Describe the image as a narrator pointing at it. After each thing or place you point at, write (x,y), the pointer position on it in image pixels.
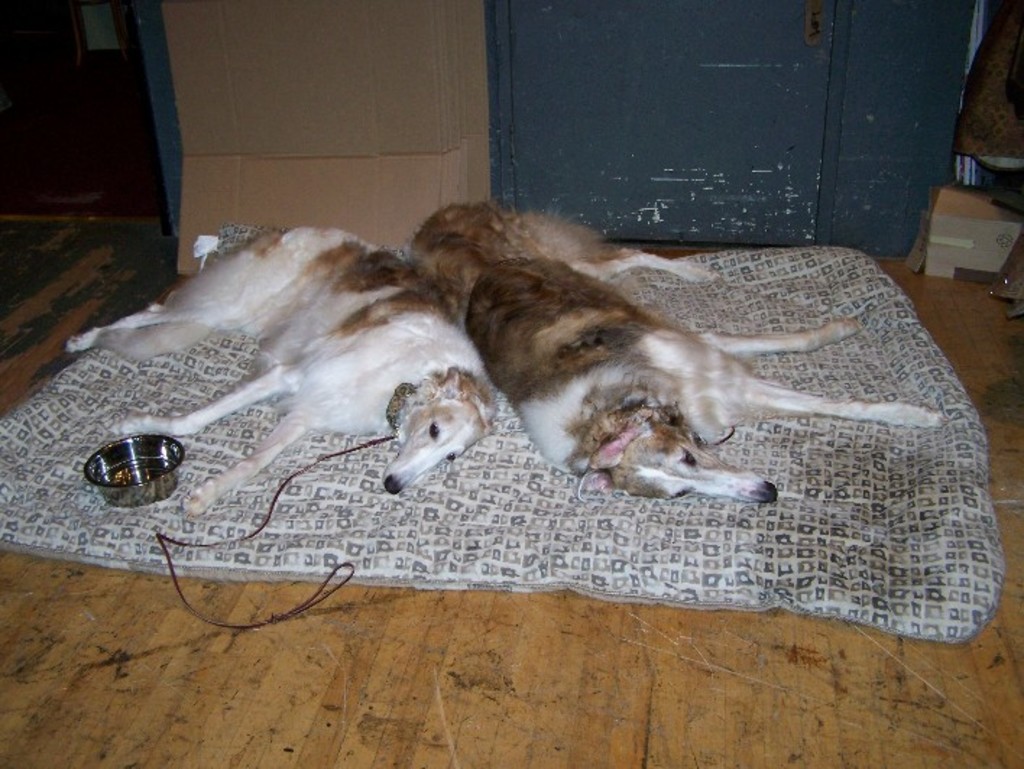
In this picture i can see two dogs (563,420) are lying on the cloth (511,522). On the left side (137,469) i can see a bowl (119,474). In the background (672,208) i can see door (748,181) and other objects (941,212) on the floor (339,678). I can also see an object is attached to the dog (659,486).
